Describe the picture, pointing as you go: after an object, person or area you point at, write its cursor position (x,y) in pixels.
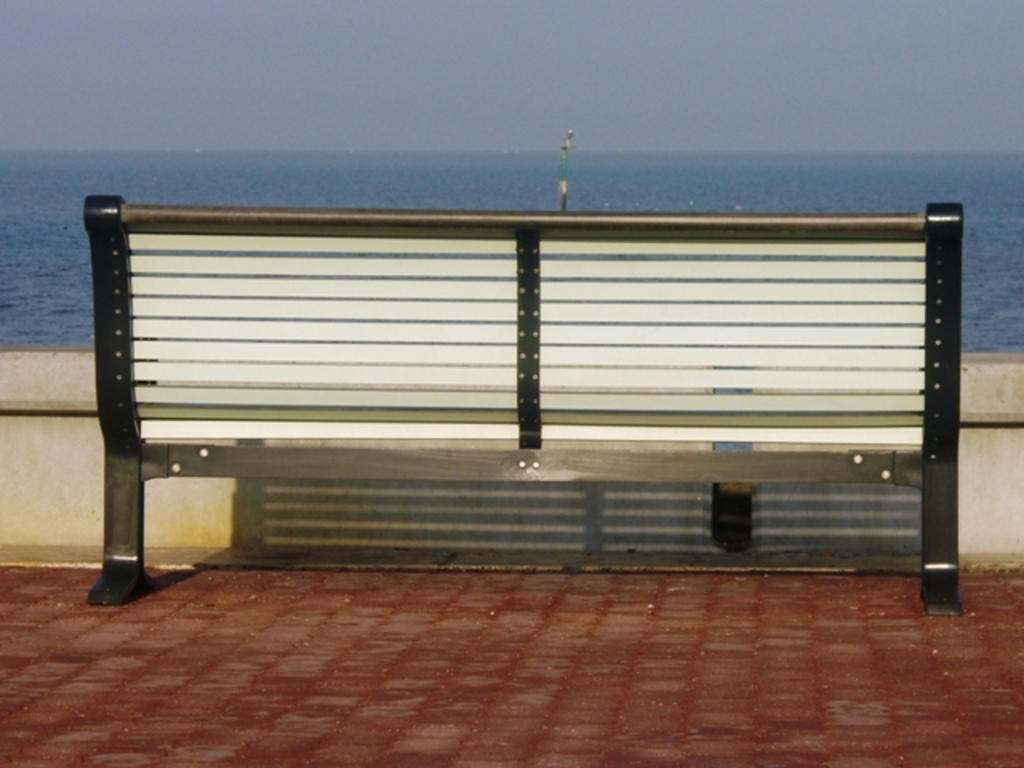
In this image there is a bench (218,329) on the ground (612,633). In front of the bench (289,425) there is a wall (968,501). Behind the wall (27,359) there is the water (499,164). At the top (576,70) there is the sky (591,60).
